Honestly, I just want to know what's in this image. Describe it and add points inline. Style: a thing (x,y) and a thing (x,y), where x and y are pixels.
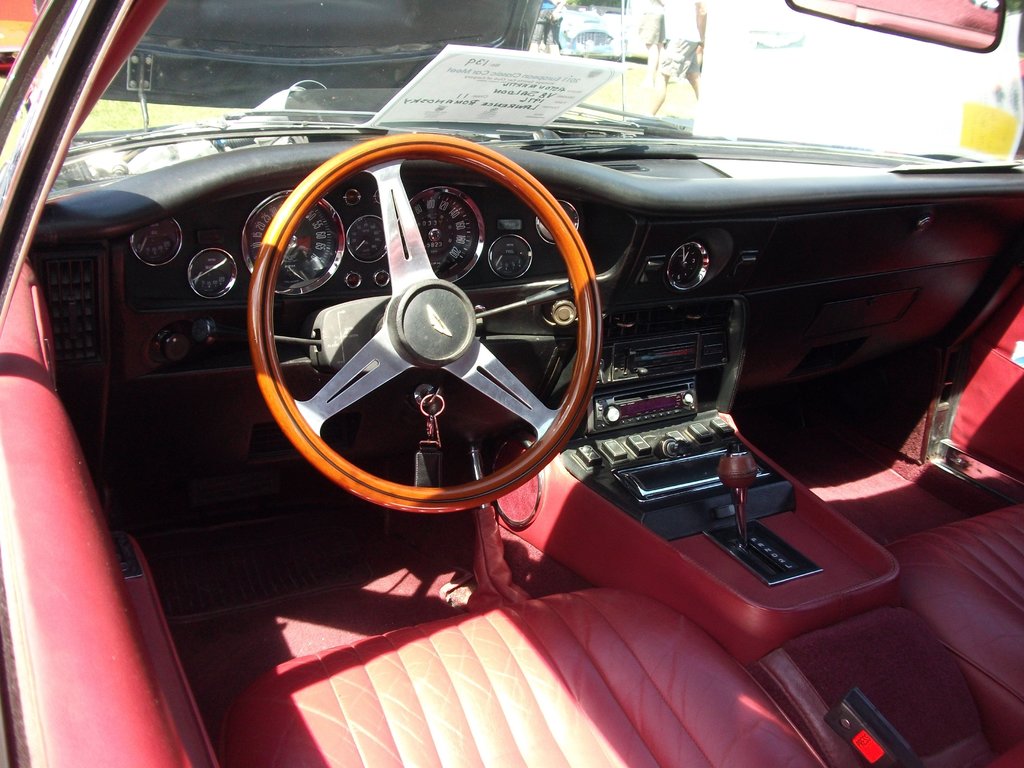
In this image, we can see the inner view of a car (424,380). We can also see a person (690,70) on the ground (677,84).
